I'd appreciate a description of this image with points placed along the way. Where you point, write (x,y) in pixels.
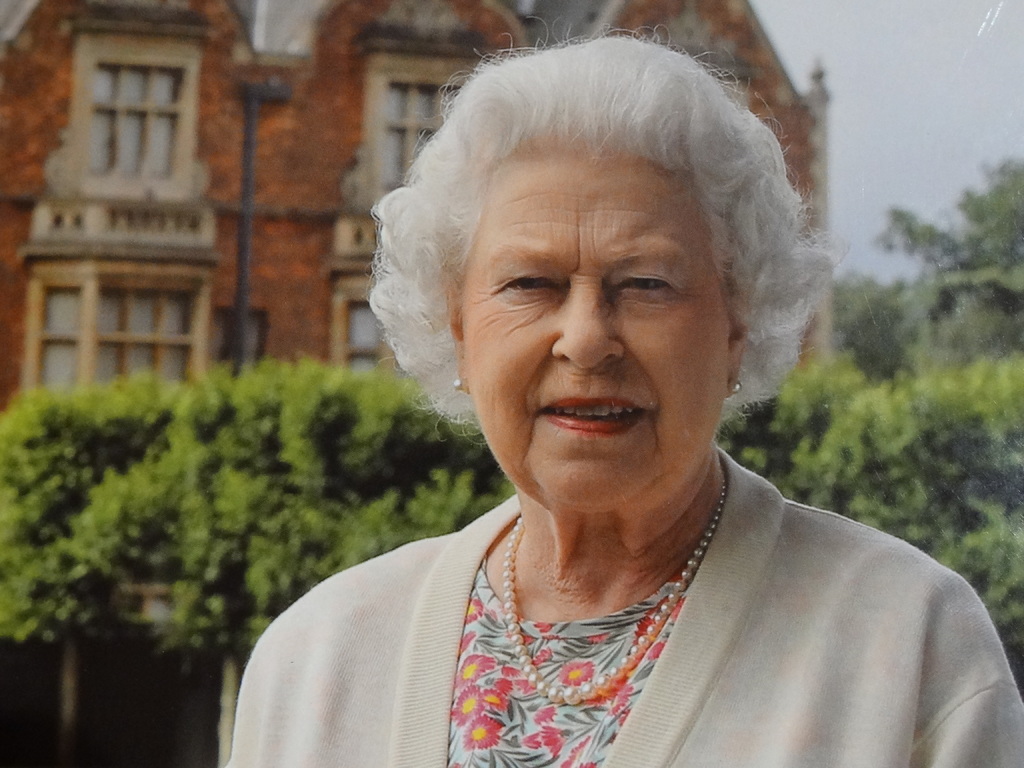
In this picture there is a woman (651,695) smiling. In the background of the image (771,105) we can see plants (876,465), trees (1012,238), building (358,207), pole (248,127) and sky (897,100).
